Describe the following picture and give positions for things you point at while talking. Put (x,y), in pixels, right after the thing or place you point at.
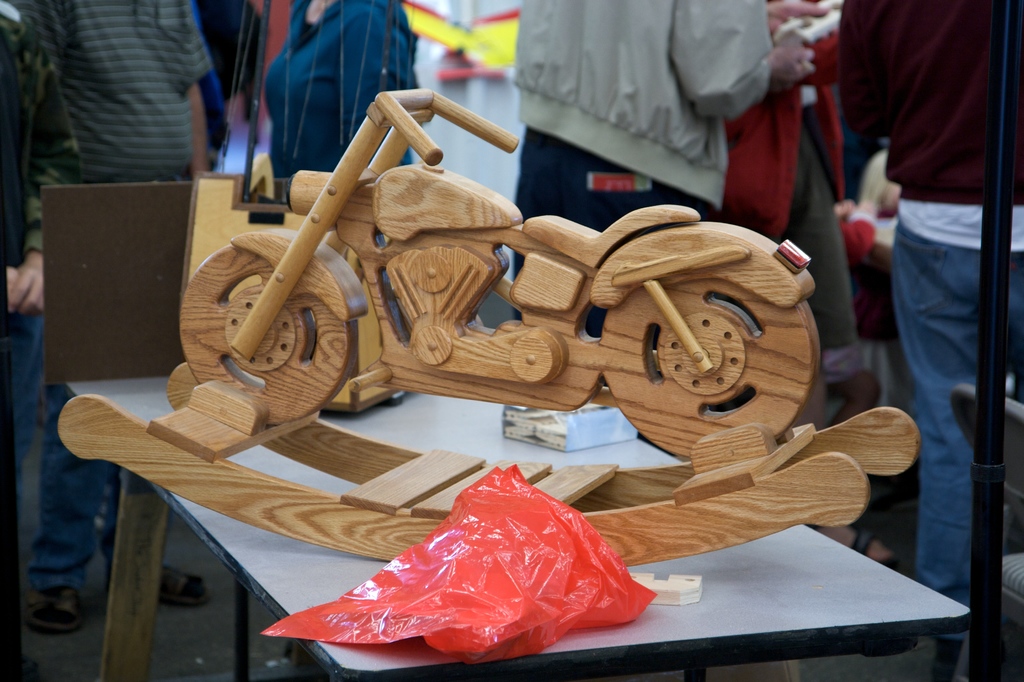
In the image there is a table (864,567). On the table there is a wooden toy bike (511,368) and also there is a red cover (454,536). In the background (291,63) there are few people (362,57) standing. On the right side of the image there is a rod (997,13).
